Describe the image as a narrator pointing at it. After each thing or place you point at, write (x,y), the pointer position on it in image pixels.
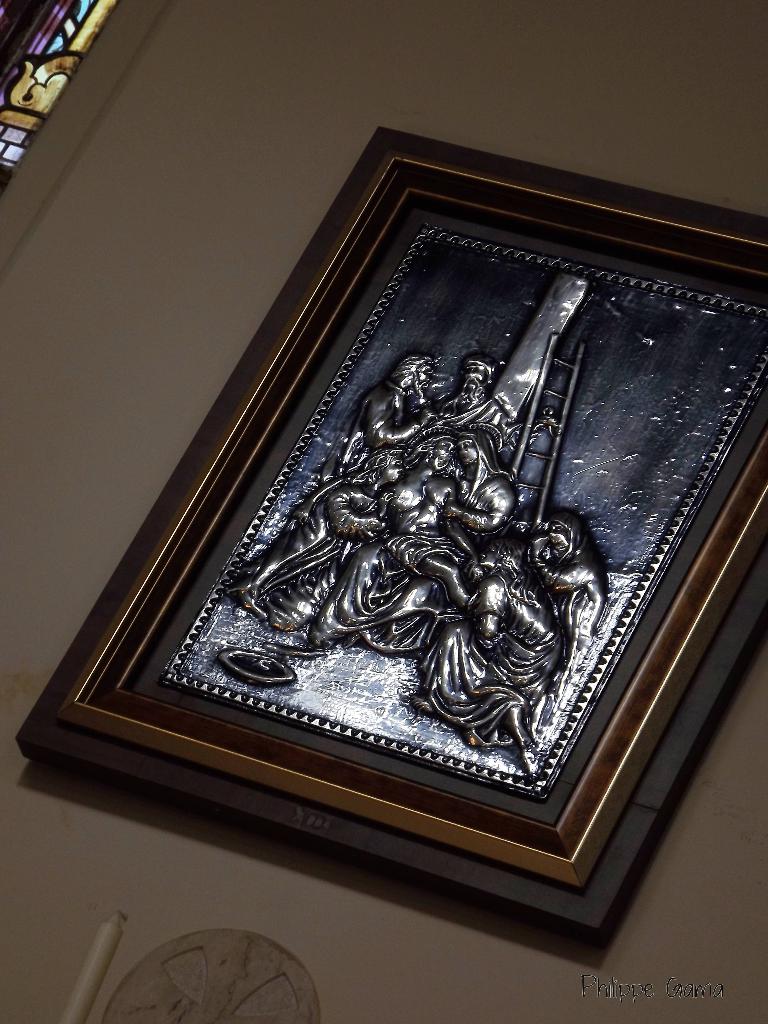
In this picture I can see the cream color wall (454,59) in front, on which there is a photo frame (365,619) and on the bottom right of this picture (686,992) I can see the watermark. I can also see a colorful thing (28,140) on the top left corner of this picture (89,46).
